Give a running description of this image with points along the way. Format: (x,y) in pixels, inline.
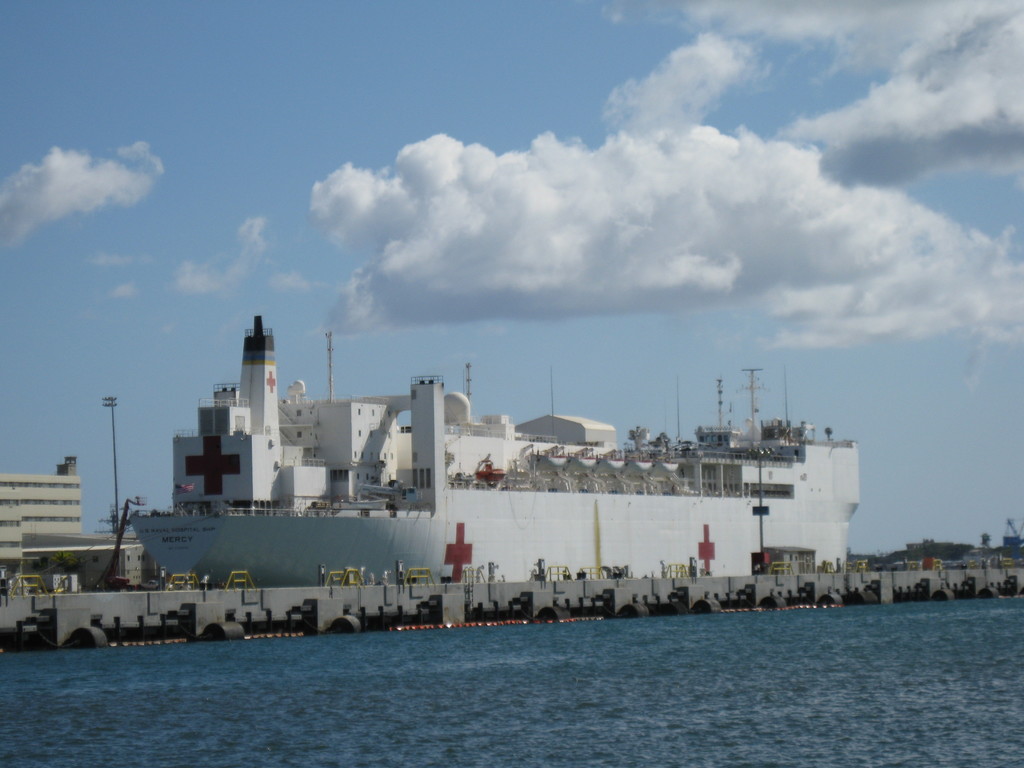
At the bottom of the picture (581,641), we see water (706,645) and this water (514,673) might be in the sea (207,692). In the middle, we see a wall (118,612) and beside that, we see the stands (180,575) in yellow color. In the middle (563,432), we see a ship (427,428) in white color. We even see the poles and towers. On the left side (125,546), we see a street light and buildings (87,533). On the right side (918,545), we see the trees (948,554). At the top (423,170), we see the sky (234,174) and the clouds (571,155).
